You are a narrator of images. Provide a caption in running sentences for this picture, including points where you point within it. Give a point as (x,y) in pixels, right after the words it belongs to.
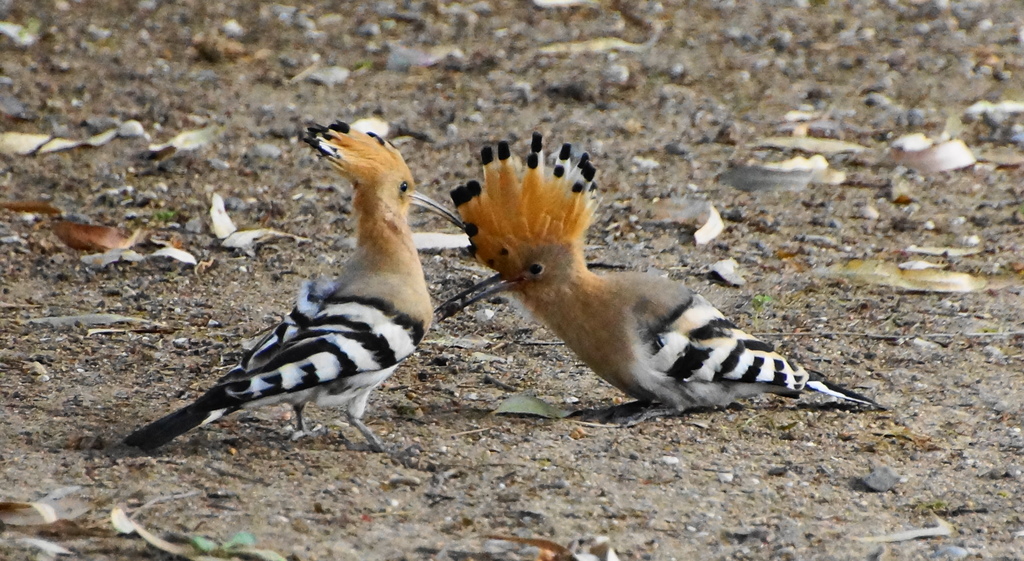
In this image there are two birds (326,308) standing on the ground (383,421) and poking each other with their beaks (471,291). On the ground (206,337) there are stones (106,127) and dry leaves (773,177).
